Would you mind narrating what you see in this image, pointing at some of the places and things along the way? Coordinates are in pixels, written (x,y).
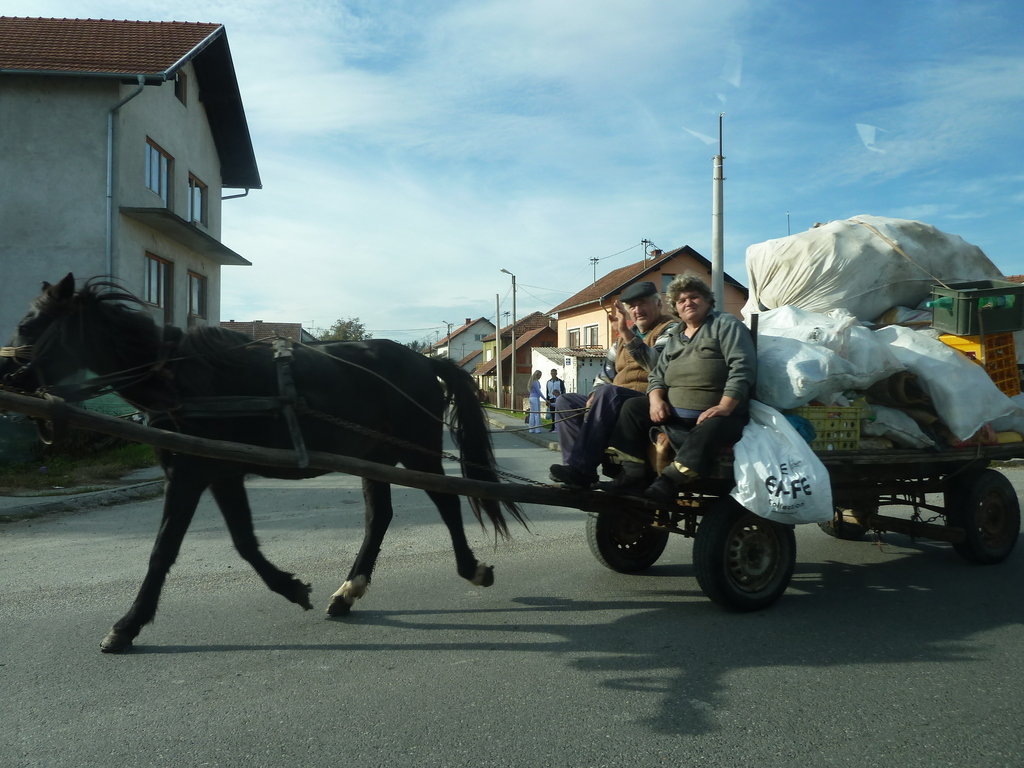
In this picture there are two old persons (655,363) men (589,415) and women (727,431) with some luggage (849,391) and there is a horse (214,464) running in the background (177,271) is a building (199,181) and sky (594,139) is cloudy.
